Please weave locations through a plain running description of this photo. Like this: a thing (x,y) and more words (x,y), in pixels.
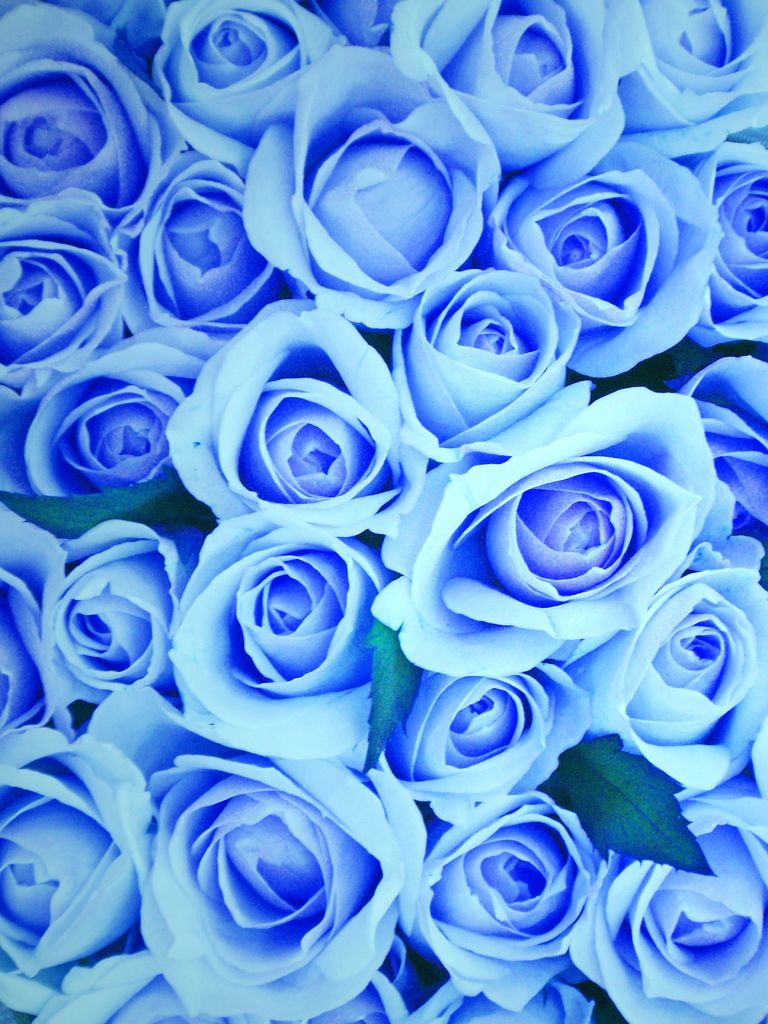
In this image there are blue roses (380,516).
